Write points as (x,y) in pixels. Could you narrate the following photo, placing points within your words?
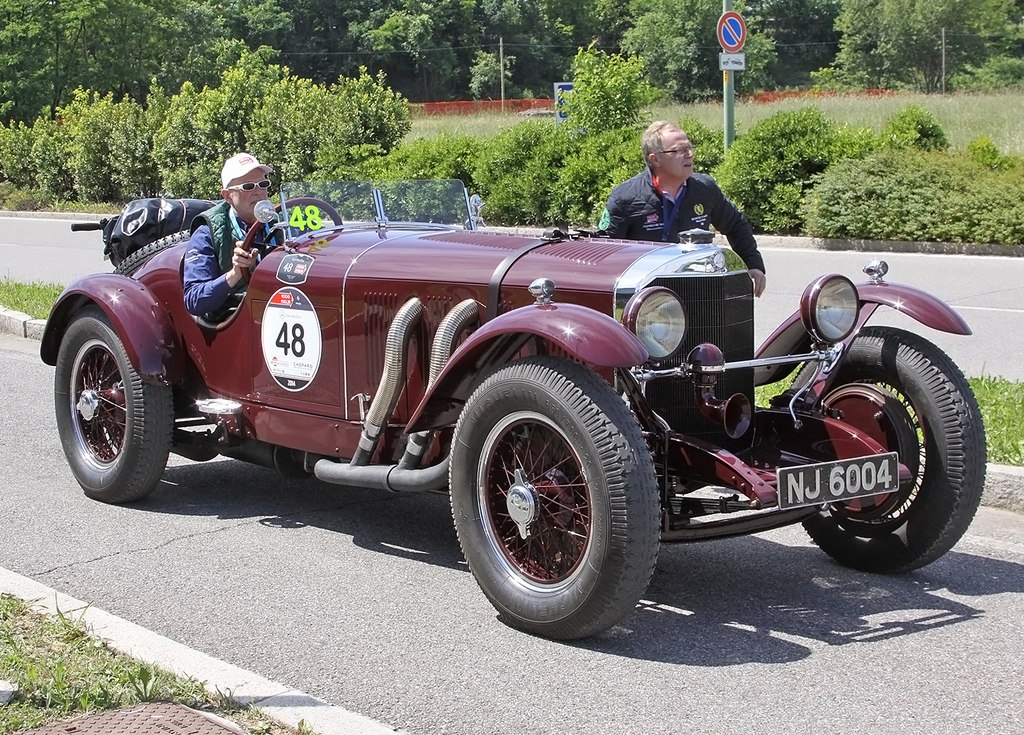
In this picture we can see a man (190,268) riding a vehicle (285,251) and one more man (673,229) is standing behind the vehicle (604,310), in the background (288,135) there are some trees (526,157) and one pole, here in the bottom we can see some grass (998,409).
